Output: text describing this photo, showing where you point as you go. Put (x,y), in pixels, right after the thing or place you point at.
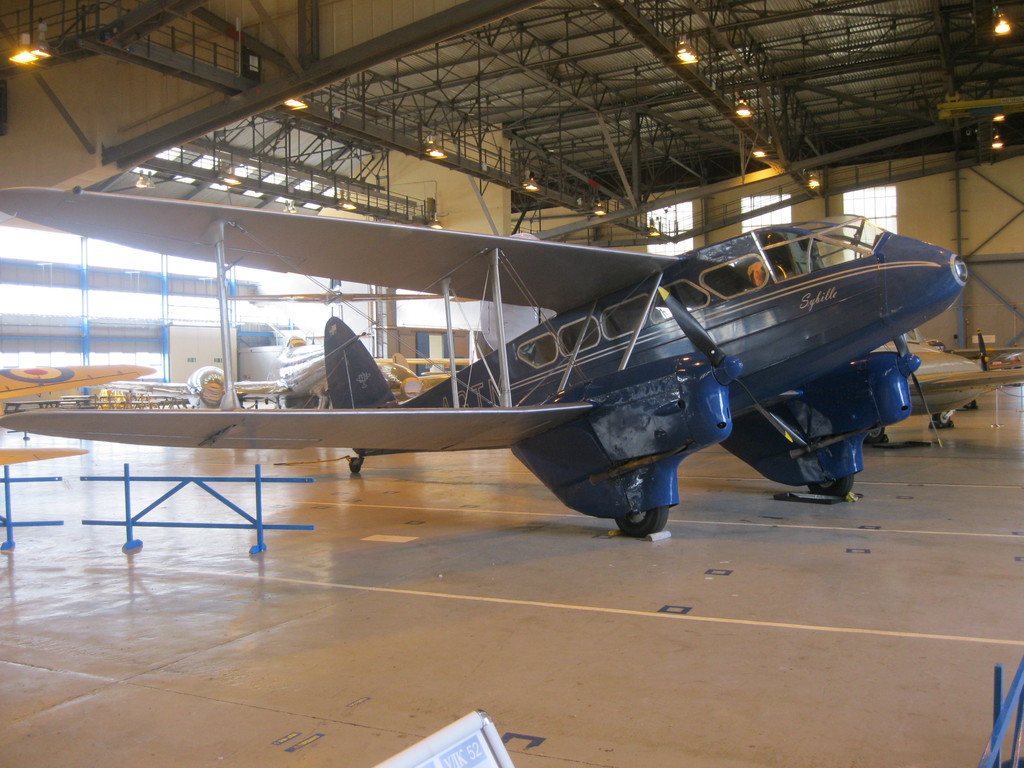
In the center of the image (490,414) an airplanes (483,406) are there. At the top of the image (526,108) we can see a roof (592,126), lights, rods (785,78) are present. At the bottom of the image (696,680) floor (686,694) is there. In the middle of the image (572,349) we can see some windows (689,219) are there.
